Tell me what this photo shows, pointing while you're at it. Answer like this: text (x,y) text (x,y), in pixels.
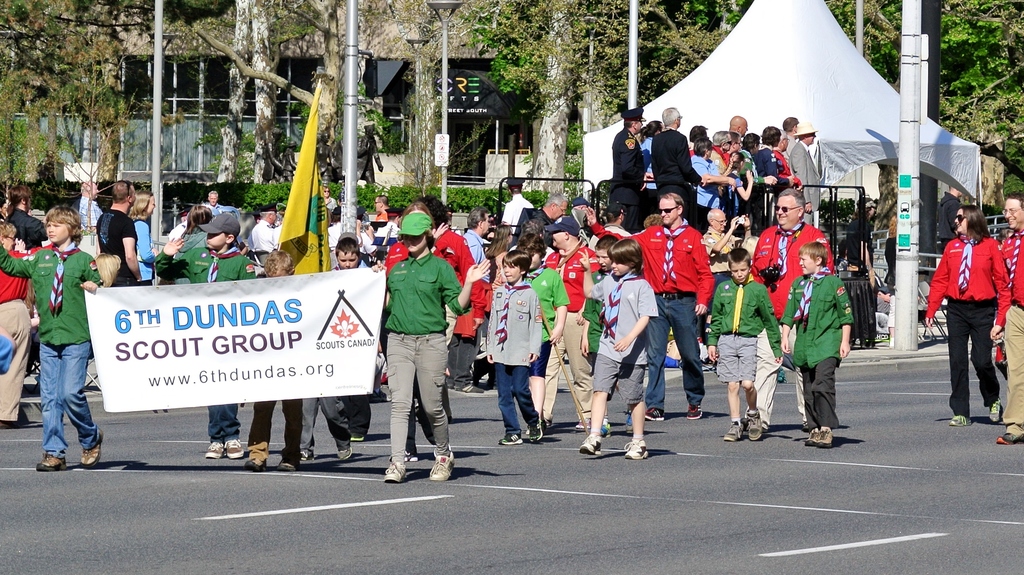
As we can see in the image there are group of people (1016,373), flag (309,223), banner (290,307), trees (553,65) and buildings (194,73).
